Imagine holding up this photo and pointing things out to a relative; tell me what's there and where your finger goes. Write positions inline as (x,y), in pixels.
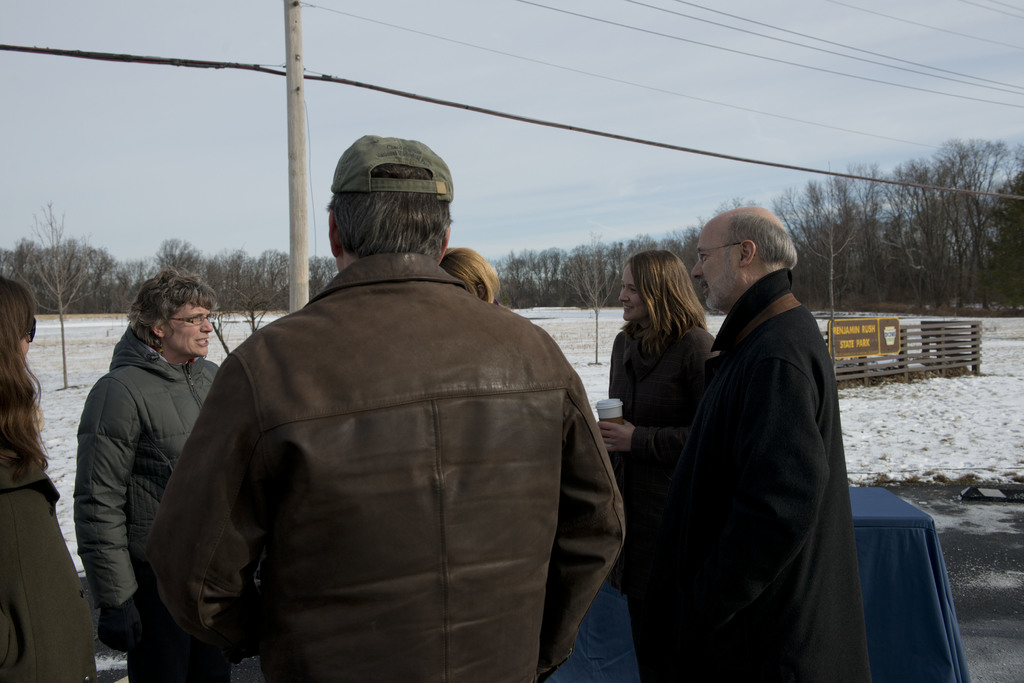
In this picture there are people (769,398) standing, among them there is a woman (655,368) holding a glass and we can see a cloth (887,516) on the table (883,508), snow (954,440), wires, pole (299,195), board (866,357) attached to the railing (919,369) and trees (273,275). In the background of the image (472,206) we can see the sky (477,189).
